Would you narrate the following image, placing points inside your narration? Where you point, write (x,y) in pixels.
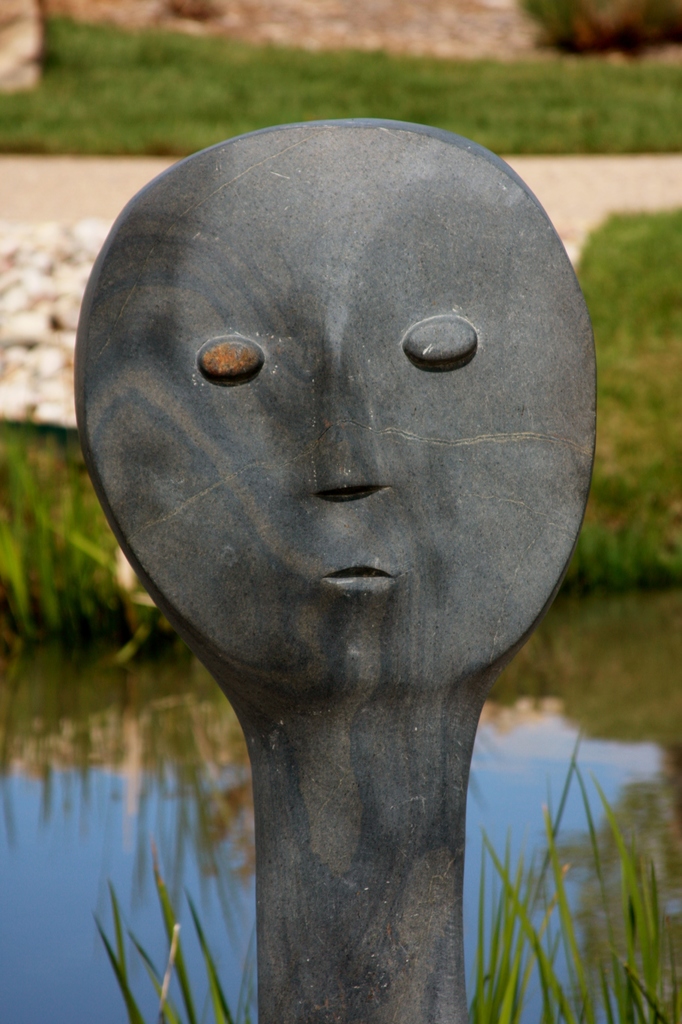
In the image we can see rock sculpture (366,667). Here we can see water (157,805), grass (42,575), stones (15,339) and the background (19,586) is slightly blurred.
